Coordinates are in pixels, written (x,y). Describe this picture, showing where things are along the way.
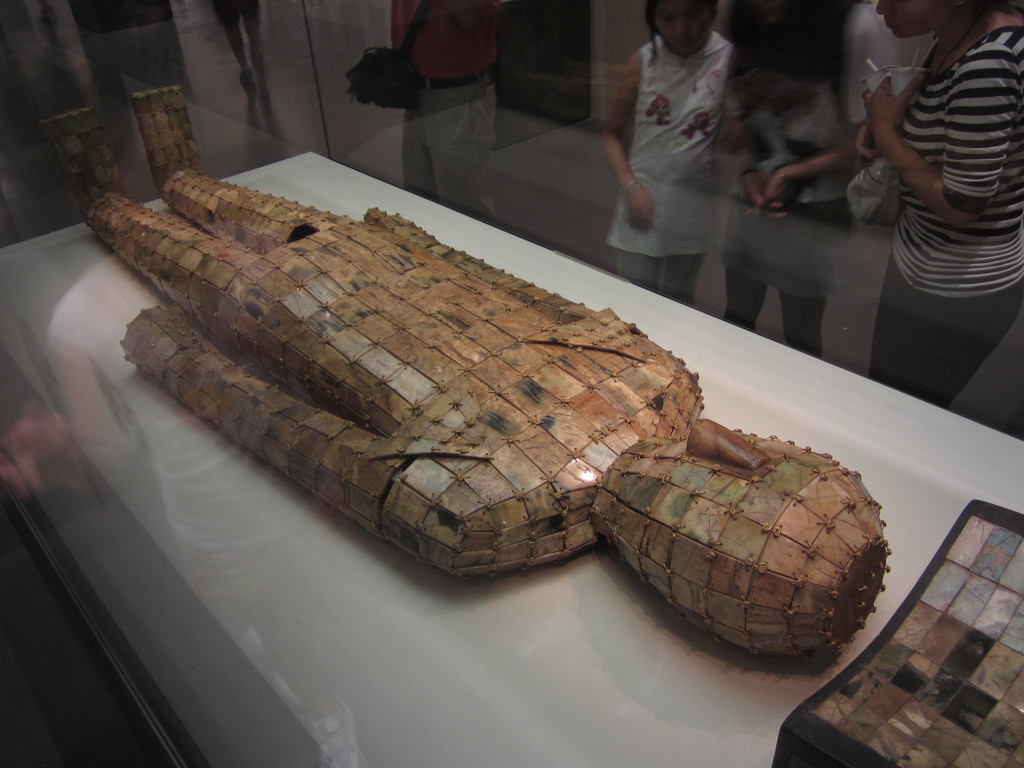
This image is taken indoors. In the middle of the image (352,395) there is a depiction (216,243) of a human (646,488) in the glass box (72,209). There is an object (934,635). Through the glass (874,233) we can see there are some people (784,171) standing on the floor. In the background (533,100) there is a wall (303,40).
